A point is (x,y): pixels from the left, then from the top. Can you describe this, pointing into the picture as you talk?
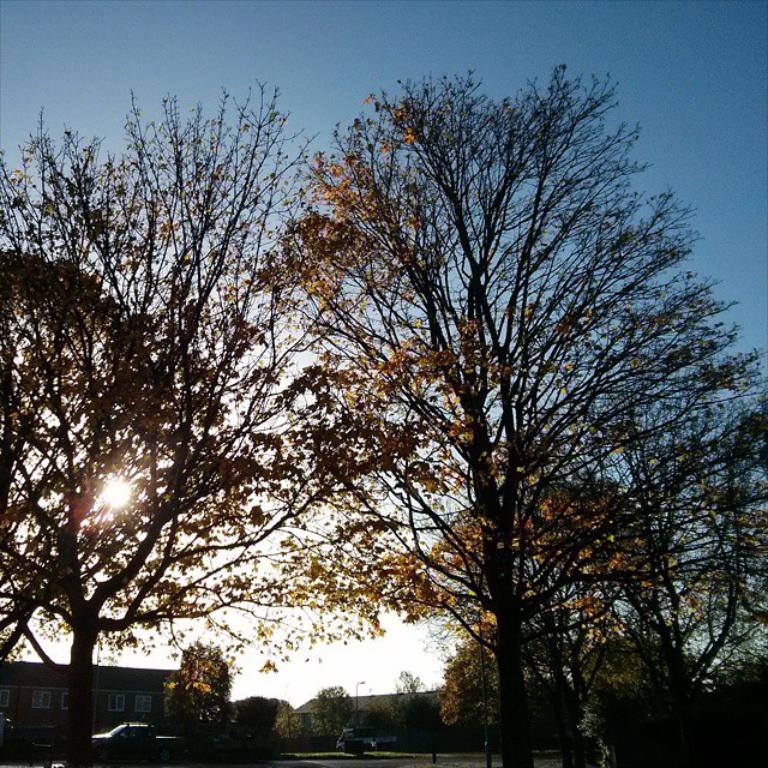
In this image in the front (86,622) there are trees (344,569). In the center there are vehicles (176,741), trees (231,731) and in the background (132,683) there are buildings (150,714) and there is sun (126,490) visible in the sky (180,576).
